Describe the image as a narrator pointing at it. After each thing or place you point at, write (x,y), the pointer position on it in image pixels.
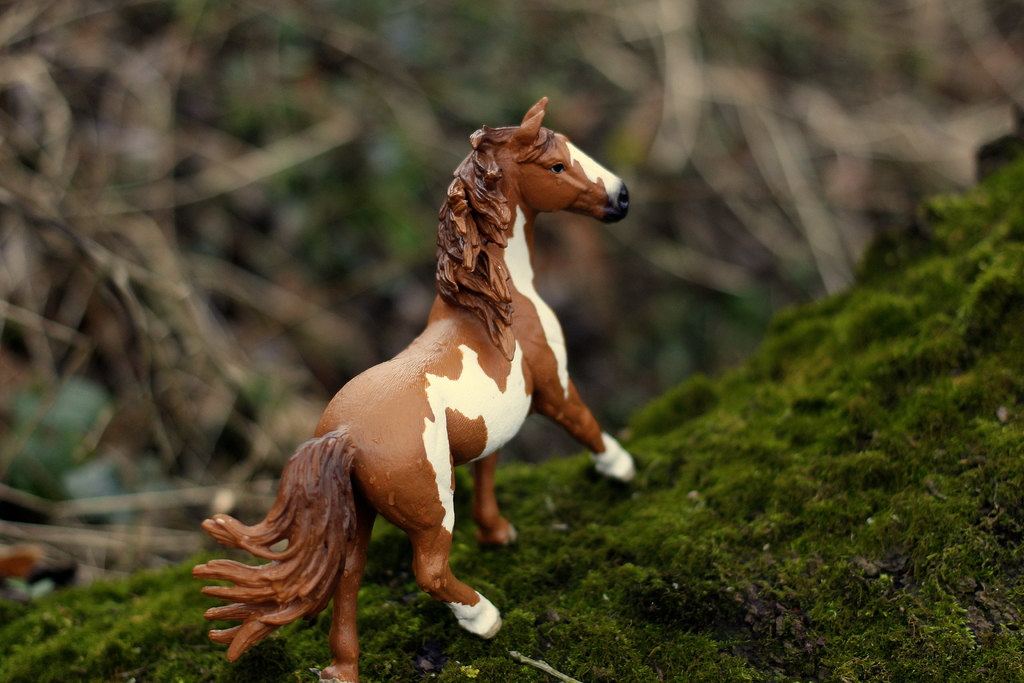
In this image, we can see a horse toy (463,433) on the blur background.
